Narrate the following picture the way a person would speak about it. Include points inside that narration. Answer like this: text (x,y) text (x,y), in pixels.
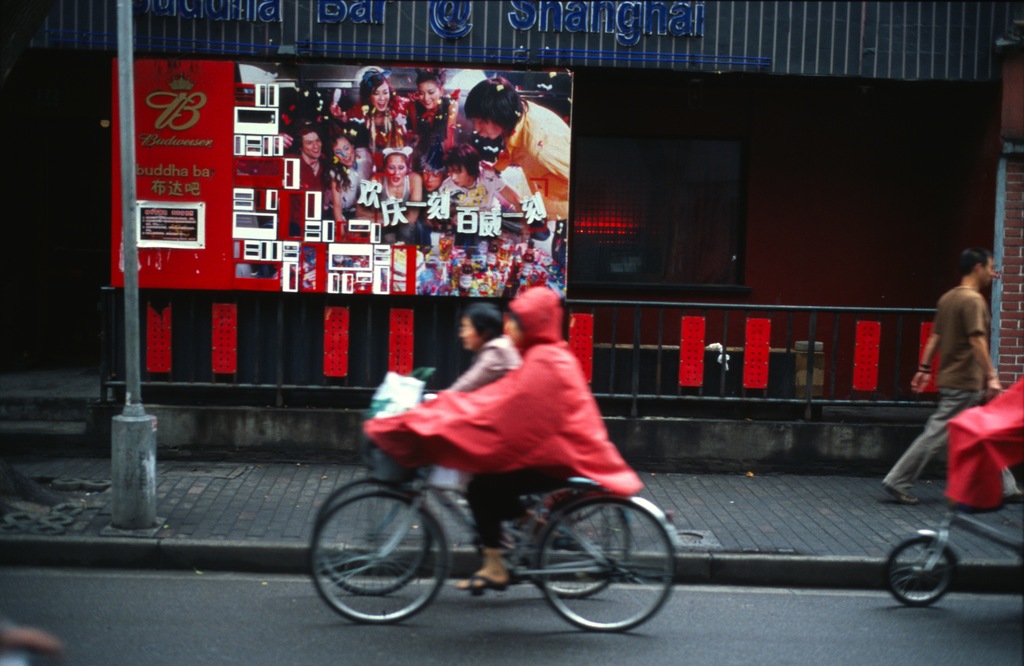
In this image, There is a road (244,616) in black color, In the middle (564,333) there are some (543,490) riding the bicycles (549,514), In the background (964,364) there is a man (948,364) walking, There is a black color fence (759,336), There is a board (179,103) which is in red color and there are some people (466,158) on the board (391,135).
